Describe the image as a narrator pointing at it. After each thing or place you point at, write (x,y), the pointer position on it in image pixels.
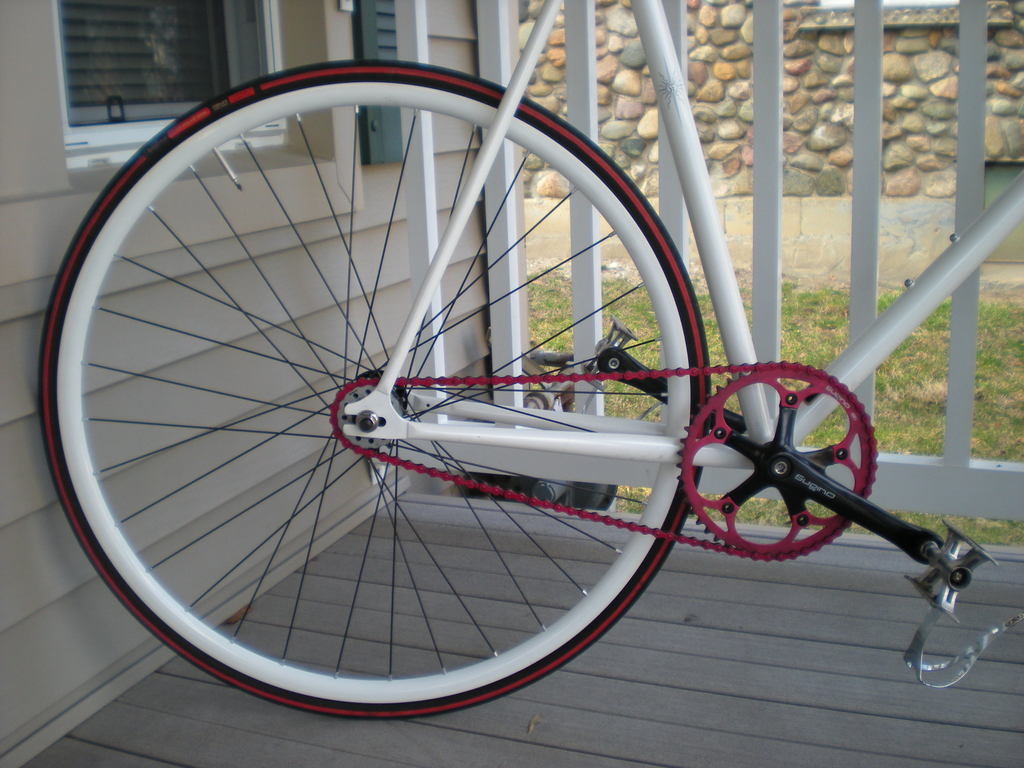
In the image I can see a bicycle (441,248) on wooden surface (688,646). In the background (439,182) I can see a house (445,160), wooden fence (761,147), the grass (791,312) and a wall (790,138).
